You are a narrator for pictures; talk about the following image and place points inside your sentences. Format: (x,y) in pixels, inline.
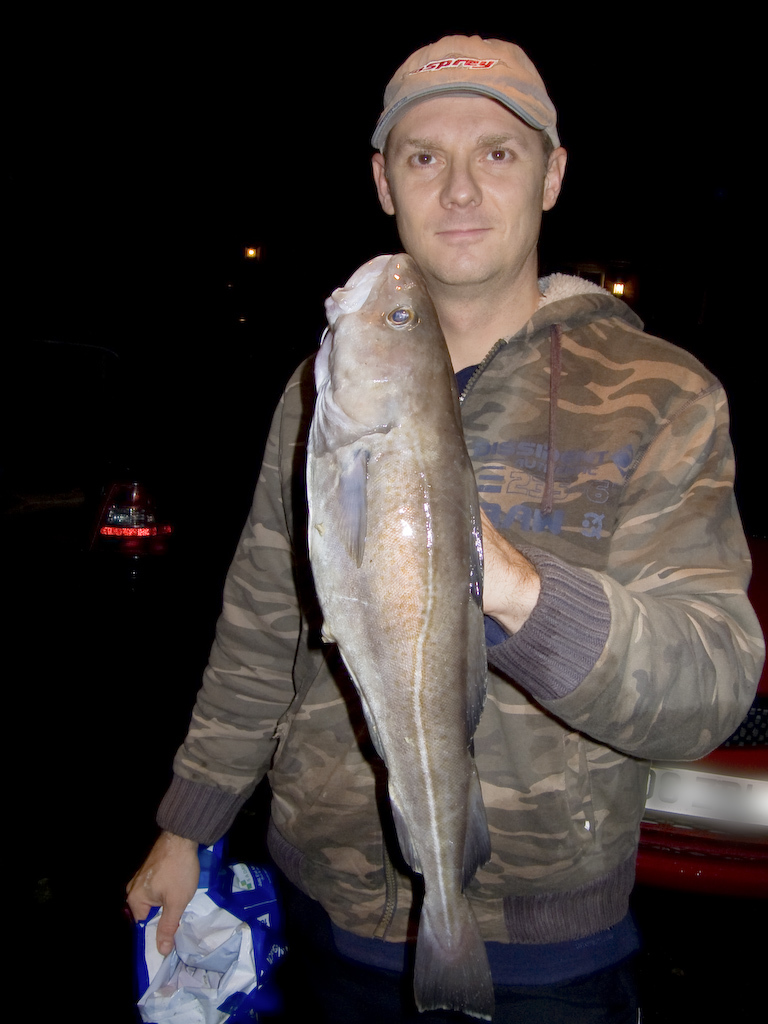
Here I can see a man (585,701) wearing a jacket (540,363), cap (457,57) on the head (487,262), holding a fish (393,724) and other object (222,915) in the hands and giving pose for the picture. The background (149,652) is in black color.
